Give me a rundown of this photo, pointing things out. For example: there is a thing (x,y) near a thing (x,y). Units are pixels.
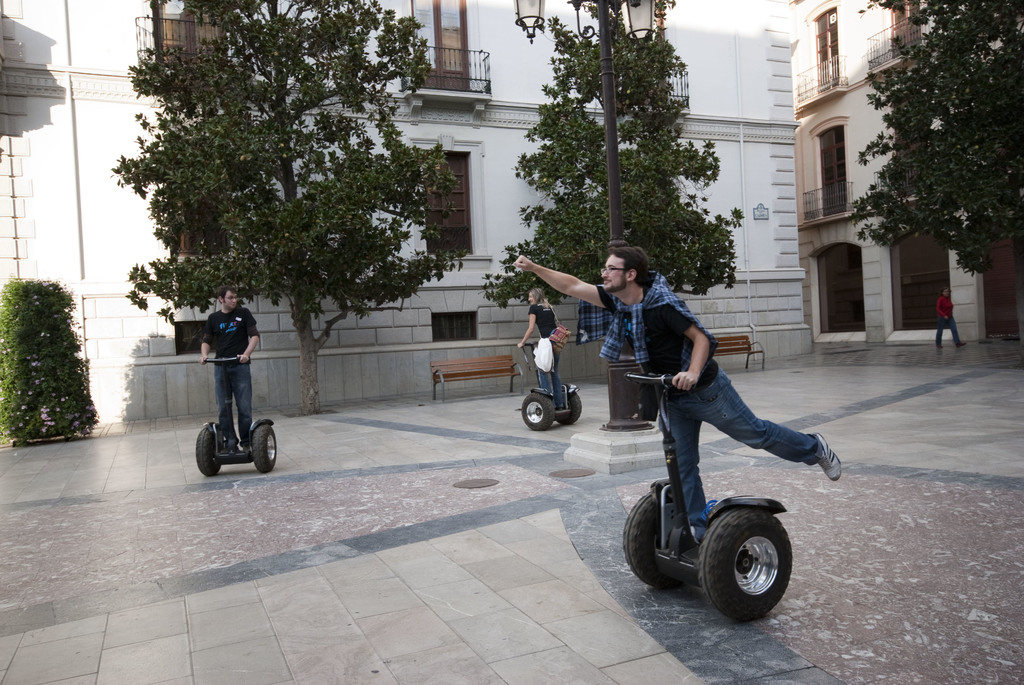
In the image we can see there are people (609,329) wearing clothes (593,308), shoes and they are riding on the mini scooter (669,465). Here we can see benches (745,343), trees (409,203), buildings (461,121) and windows (462,72) of the buildings (485,89). Here we can see light pole (587,26), floor (434,522), plant (8,319) and we can see a person (939,328) walking.
